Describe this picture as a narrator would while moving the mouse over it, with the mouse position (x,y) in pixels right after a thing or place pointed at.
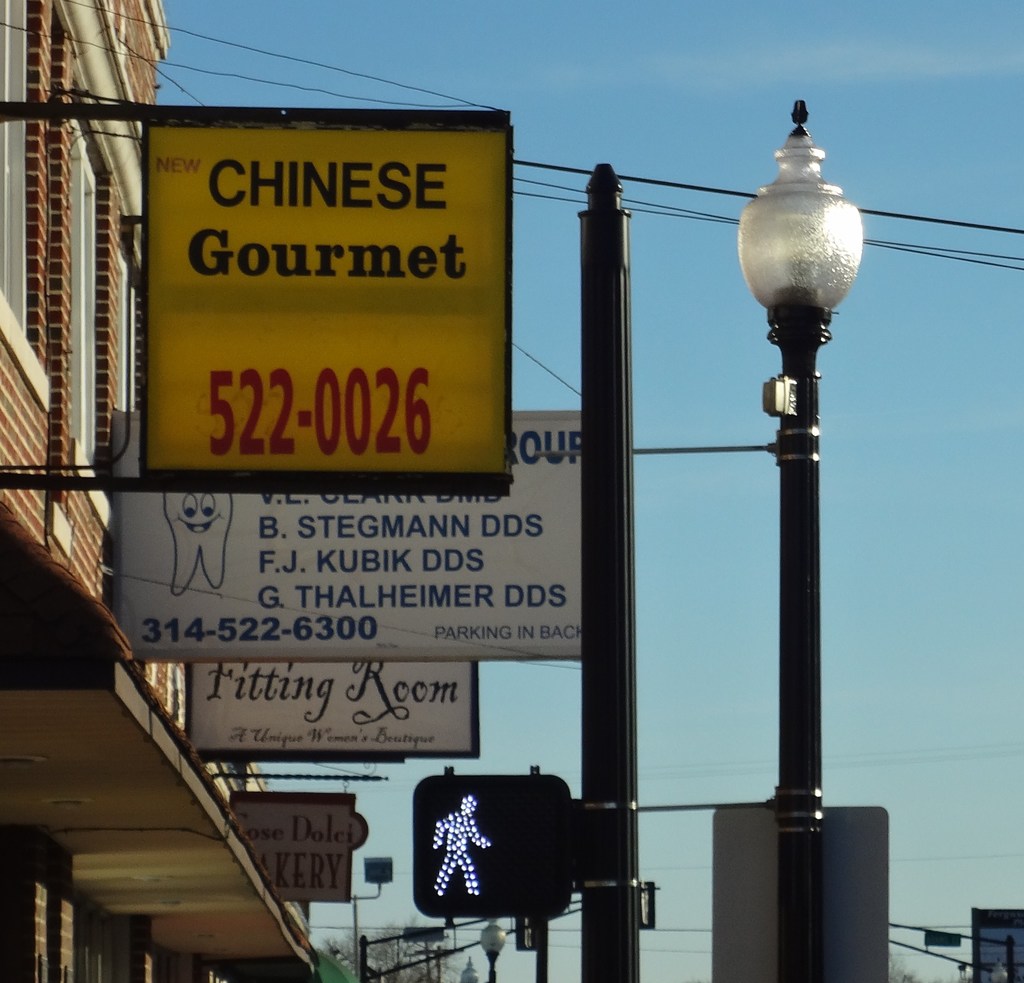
In this picture we can see buildings (9,663), some boards (339,520) to the poles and we can see signal light (419,824).
